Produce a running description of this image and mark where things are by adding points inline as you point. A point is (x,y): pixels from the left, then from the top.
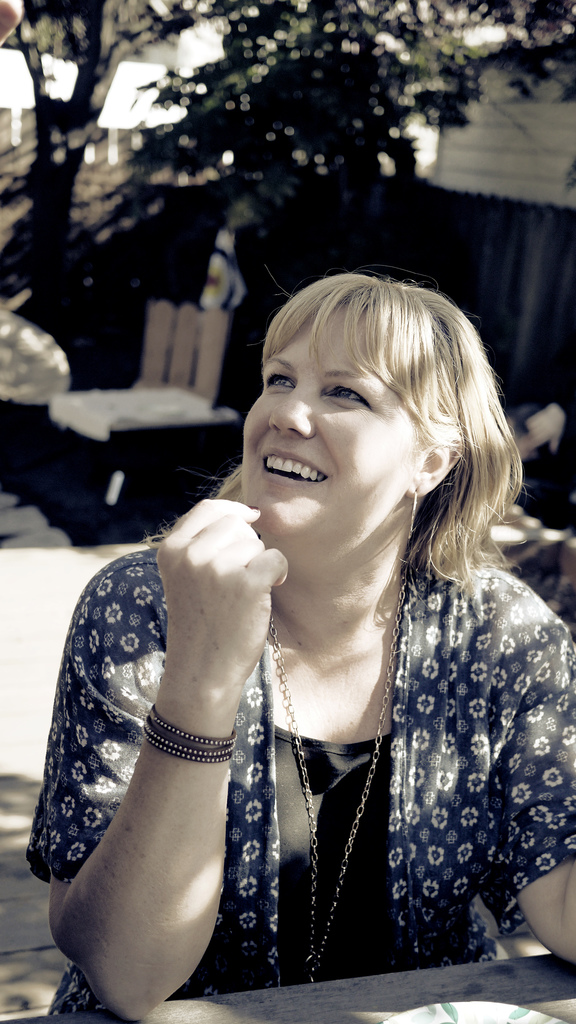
Here in this picture we can see a woman (207,707) sitting over a place with table (296,1015) in front of her and we can see she is smiling and behind her we can see plants (187,140) and trees (189,147) in blurry manner and we can also see table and chair (183,341) present.
